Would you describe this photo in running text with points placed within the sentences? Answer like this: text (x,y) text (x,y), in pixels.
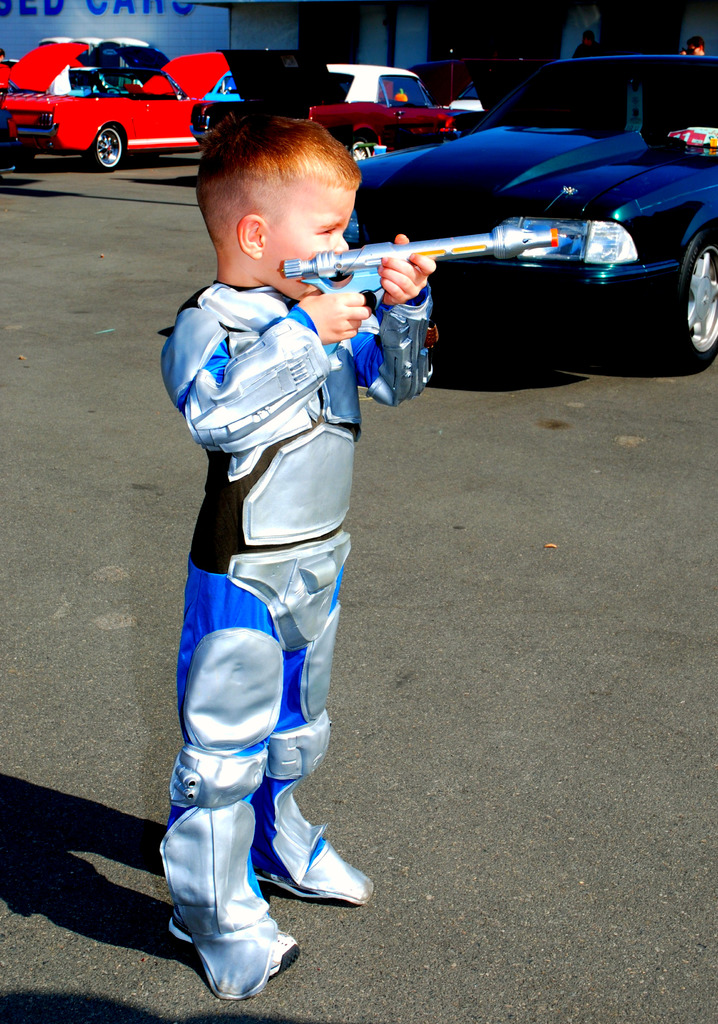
A boy (306,607) is standing, he wore a blue color shining dress (327,518). In the right side (606,99) a black color car (675,90) is parked on this road (639,454).
